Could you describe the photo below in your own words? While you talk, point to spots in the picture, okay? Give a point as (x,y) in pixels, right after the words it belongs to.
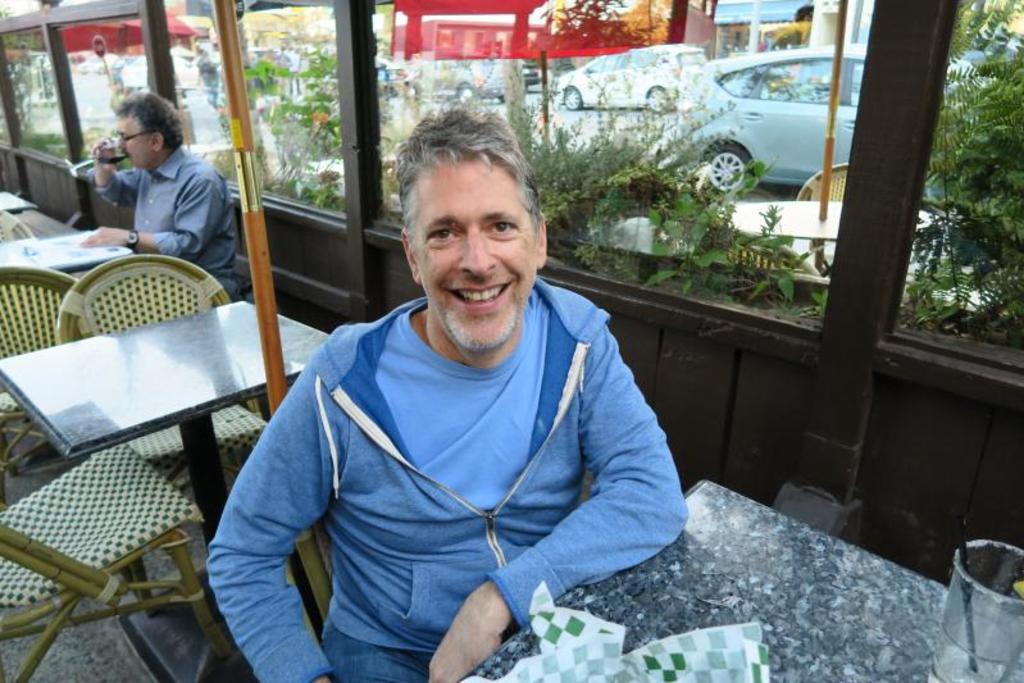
The image might be taken in a restaurant (58,318). In the foreground (283,354) there are tables (125,379), chairs (11,277), glass (952,682), people (423,658), pole (244,184) and windows (636,271), outside the window (613,147) we can see plants (1008,250), table (837,209), chairs (841,171), cars (497,92) and road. In the background (207,39) there are people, buildings (285,18), trees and red color object (124,31) looking like an umbrella (113,39).
